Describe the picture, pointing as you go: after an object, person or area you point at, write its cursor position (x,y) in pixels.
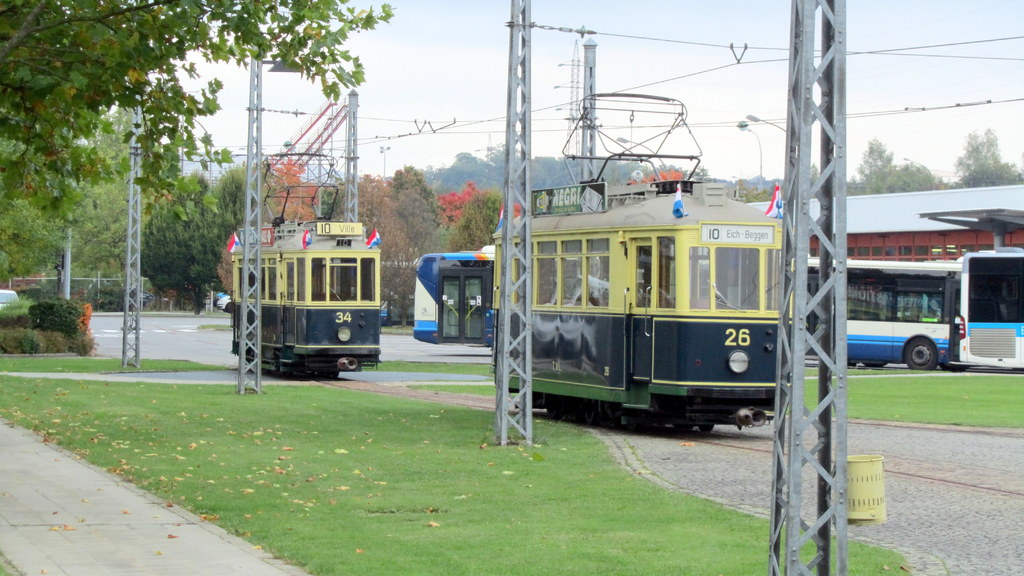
In this image we can see trains (762,253), electric poles (526,39), street lights (760,119), trees (176,110), iron grills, ground (217,447), shredded leaves (154,428) and sky (619,129).
